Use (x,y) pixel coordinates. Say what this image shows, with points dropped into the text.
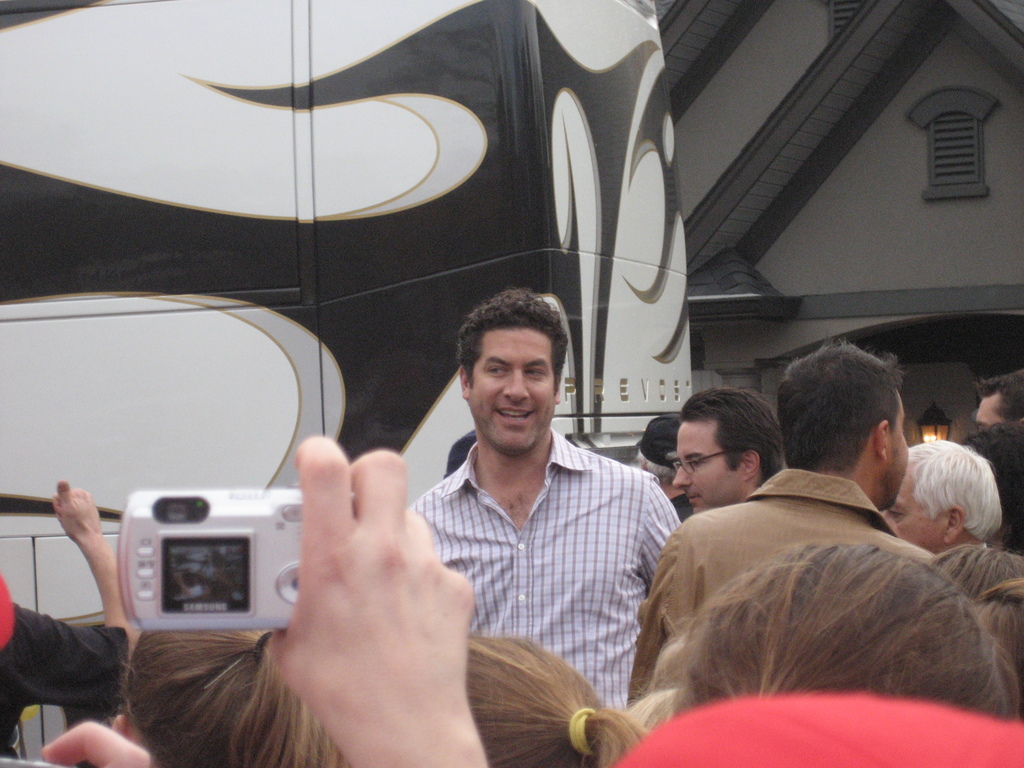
In the center of the image (584,508) we can see one person (579,483) is standing and he is smiling. At the bottom of the image (643,767), we can see a few people (635,741) are standing. Among them, we can see one person (357,652) is holding a camera (218,607). In the background (475,110) there is a building (877,184), wall (836,183), lamp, one vehicle (587,183), few people (970,454) are standing and a few other objects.
